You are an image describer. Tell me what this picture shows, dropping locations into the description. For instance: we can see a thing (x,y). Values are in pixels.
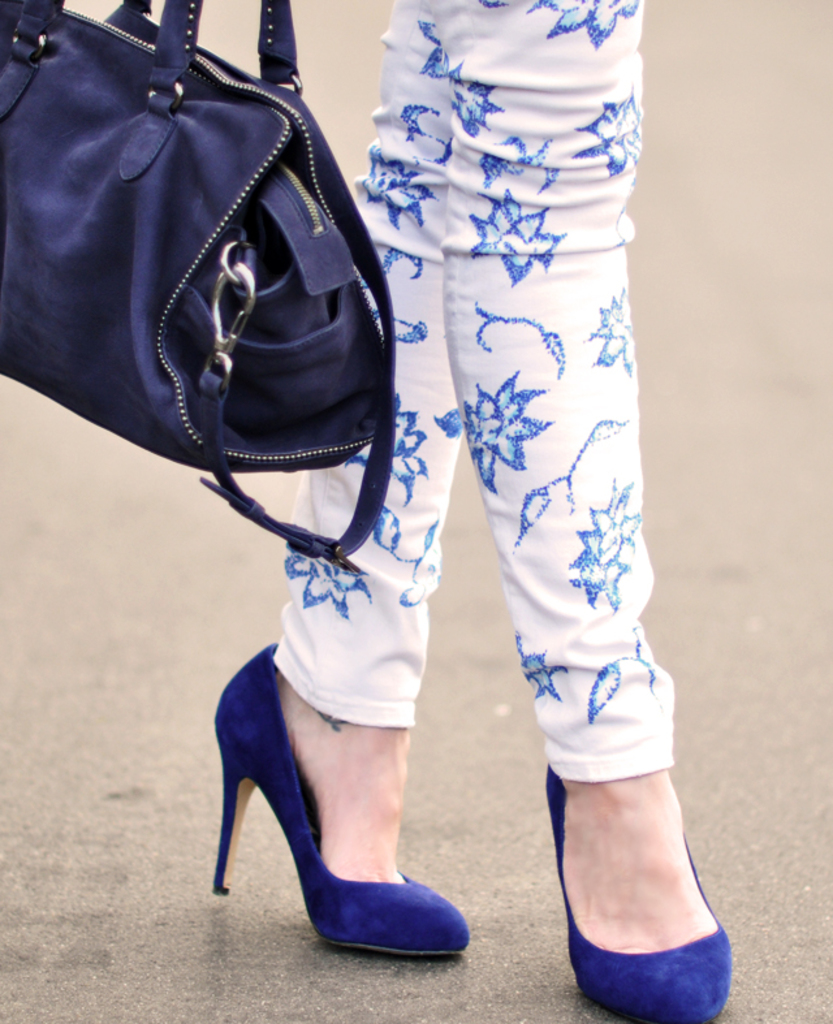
I can see a woman legs (491,342). she is wearing a white color trouser (557,205) with blue color design (521,238) on it. This is a blue colored handbag (204,293). These are blue colored heels (609,963).
